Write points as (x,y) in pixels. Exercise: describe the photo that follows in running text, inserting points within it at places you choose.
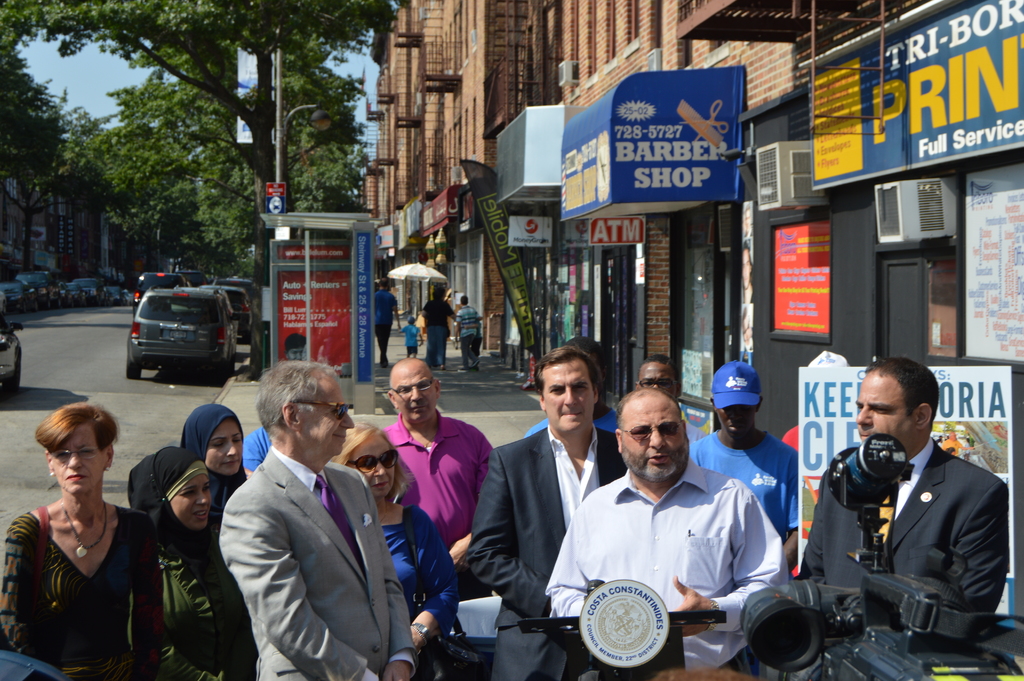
In this image we can see some group of persons (577,575) who are standing there are some cameras (830,618) and a person (666,519) wearing white color shirt (659,542) speaking at podium (593,609) also wearing goggles (665,425) and in the background of the image (155,339) there are some cars (32,307) which are parked, shops (567,301), building (446,86), there are some trees (264,109), street lights (279,109) and some persons (448,309) walking through the walkway (448,359) and clear sky (103,100).
